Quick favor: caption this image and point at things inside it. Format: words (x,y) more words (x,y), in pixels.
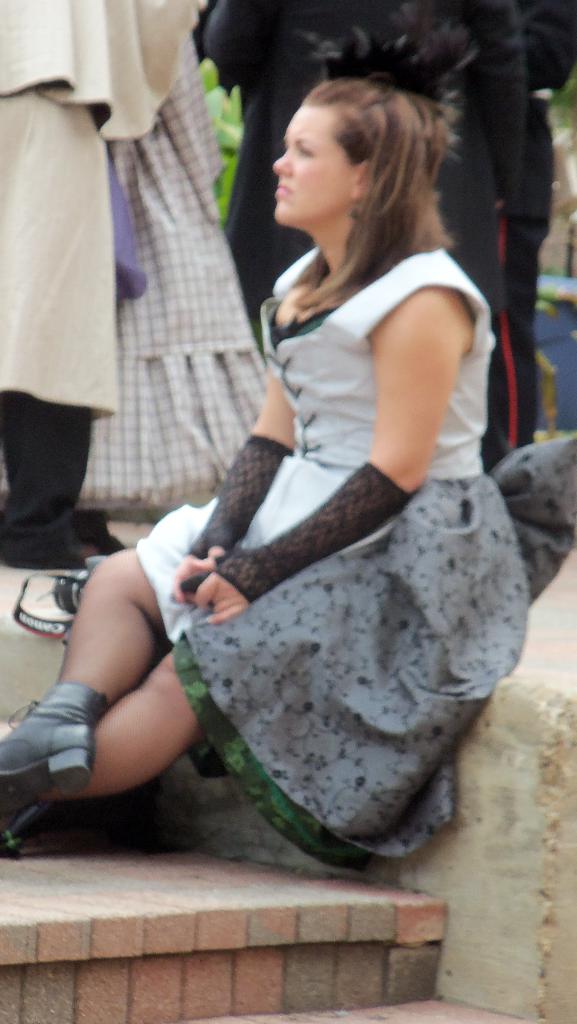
In this image we can see few persons (450,205) standing behind a lady (296,666). A lady (296,666) is sitting on a wall (40,601). There is a camera (75,605) beside a lady (353,237).
